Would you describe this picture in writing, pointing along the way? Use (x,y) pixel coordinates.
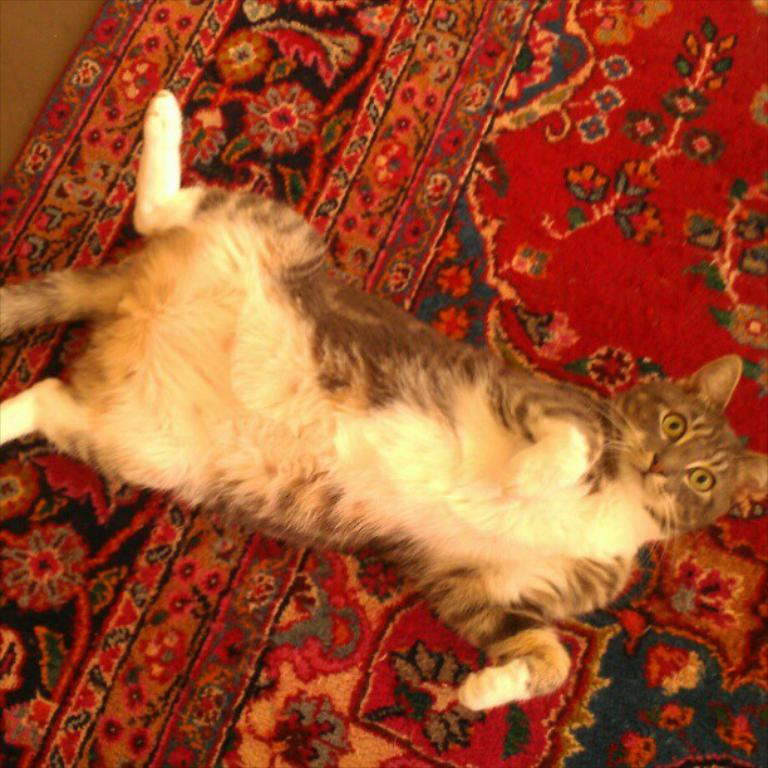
There is a cat (176,397) laying on a carpet (249,685) on its back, it is giving a weird expression (708,442).
